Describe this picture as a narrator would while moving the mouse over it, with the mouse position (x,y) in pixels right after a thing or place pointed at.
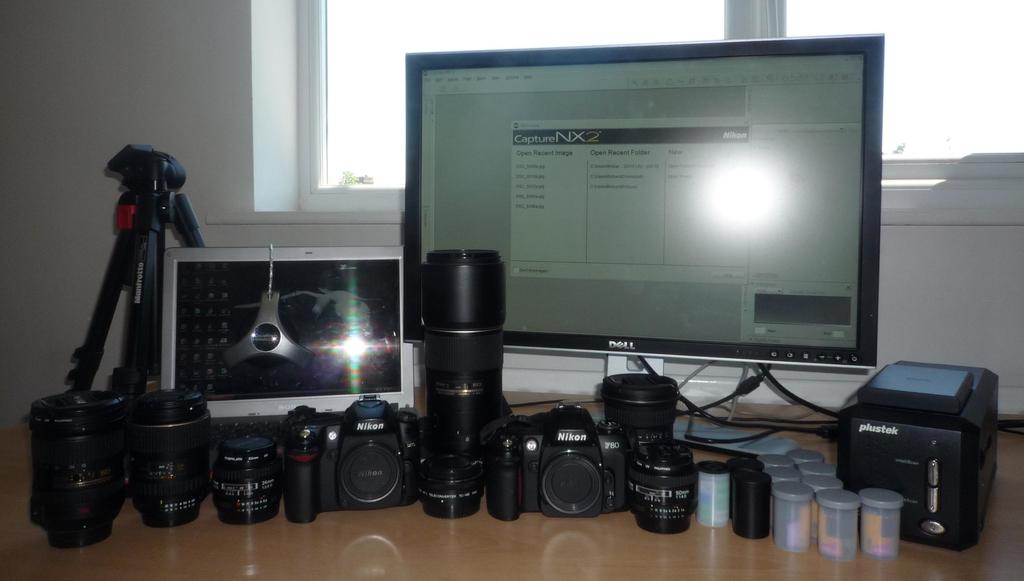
In this picture we can see cameras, laptop (270,428), monitor (590,300), jars (781,540), tripod stand (159,334) and these all are placed on a table (915,552) and in the background (423,8) we can see a window (388,21).
